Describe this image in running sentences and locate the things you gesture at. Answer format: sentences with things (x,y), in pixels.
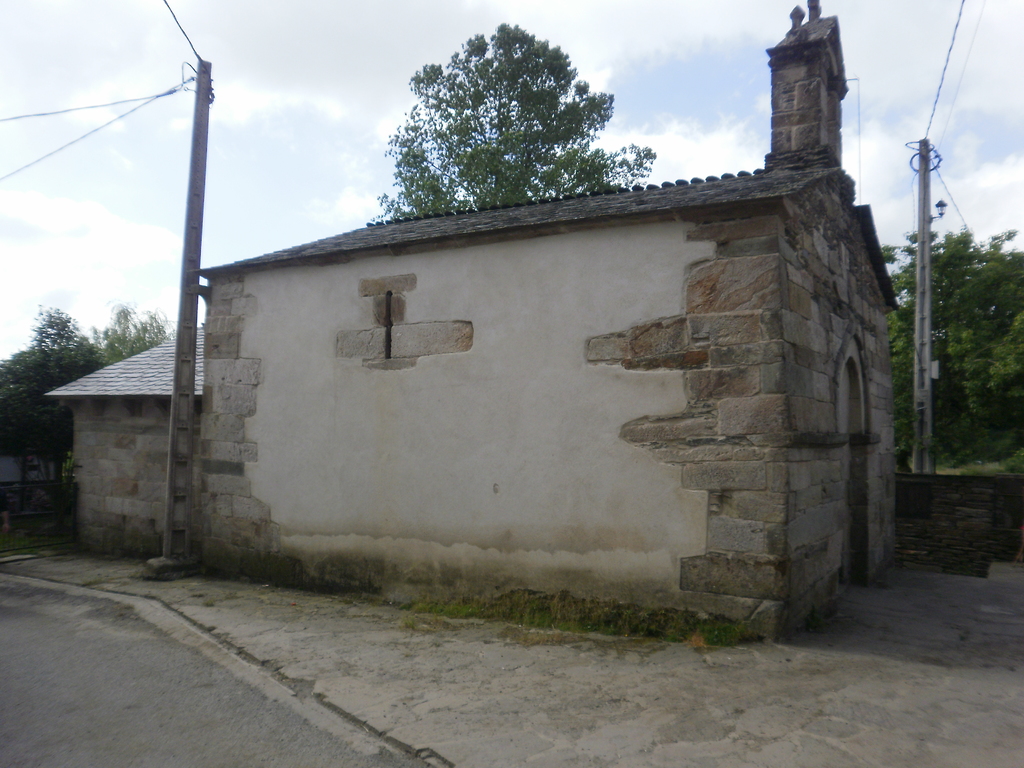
This picture is taken from outside of the city. In this image, in the middle (544,456), we can see a house (859,528). On the right side (901,414), we can see an electric pole (922,170), electric wires (942,161), trees (1001,321). On the left side (14,391), we can also see some trees (14,391), plants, electric pole (199,293), electric wires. In the background (391,155), we can also see some trees (582,159). At the top (702,62), we can see a sky (698,47) which is a bit cloudy, at the bottom (548,688), we can see a footpath (400,683) and a road (132,727).
